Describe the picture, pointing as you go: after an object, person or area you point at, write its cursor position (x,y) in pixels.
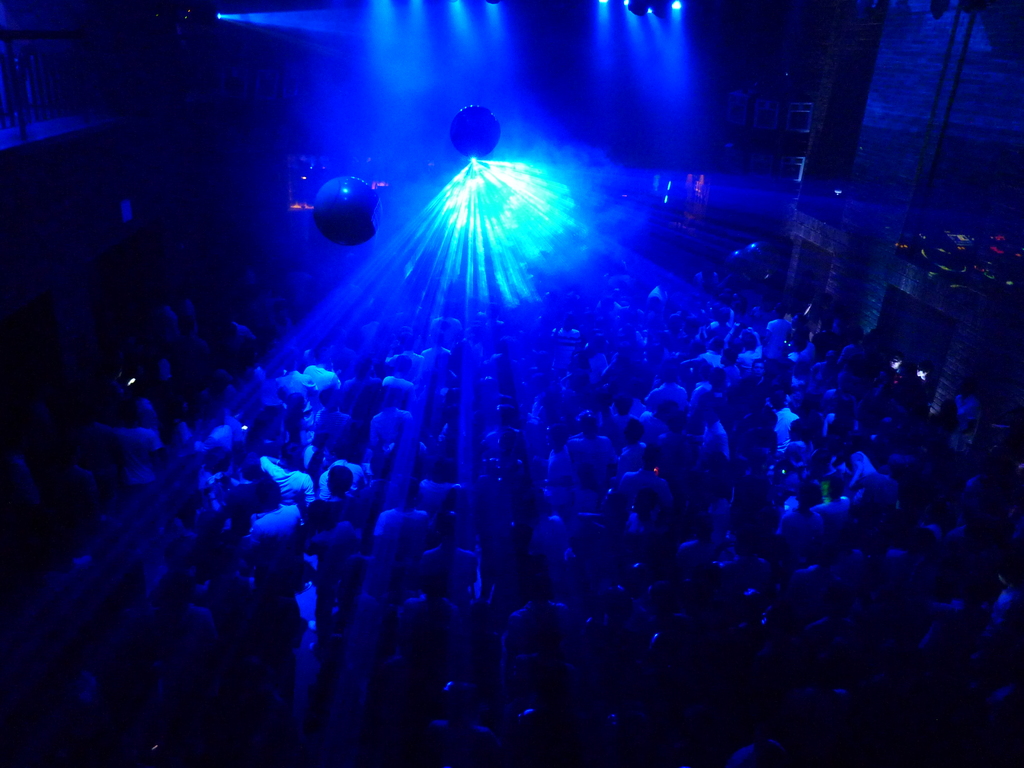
This image consists of some people (555,463) in the middle (552,389). There is light (475,290) in the middle (367,289) and top. Light (639,51) is in blue color.
